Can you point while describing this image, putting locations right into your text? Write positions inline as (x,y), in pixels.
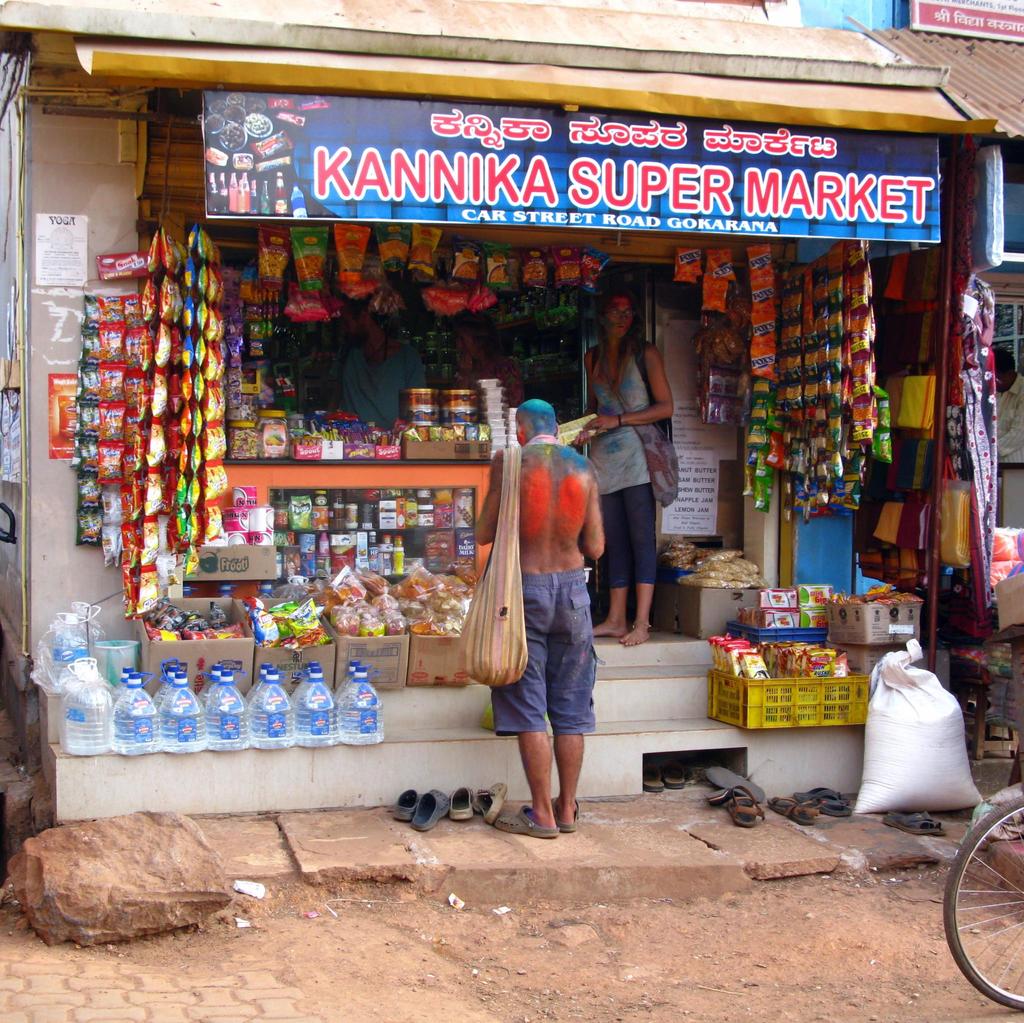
In this image I can see the person (529,641) standing in-front of the shop (289,740). Inside the shop (354,553) I can see the group of people (390,407) and many items (492,410). I can also see the boards (613,173) to the shop (383,258). I can see the bicycle wheel (955,915) in-front of the shop (79,564).
